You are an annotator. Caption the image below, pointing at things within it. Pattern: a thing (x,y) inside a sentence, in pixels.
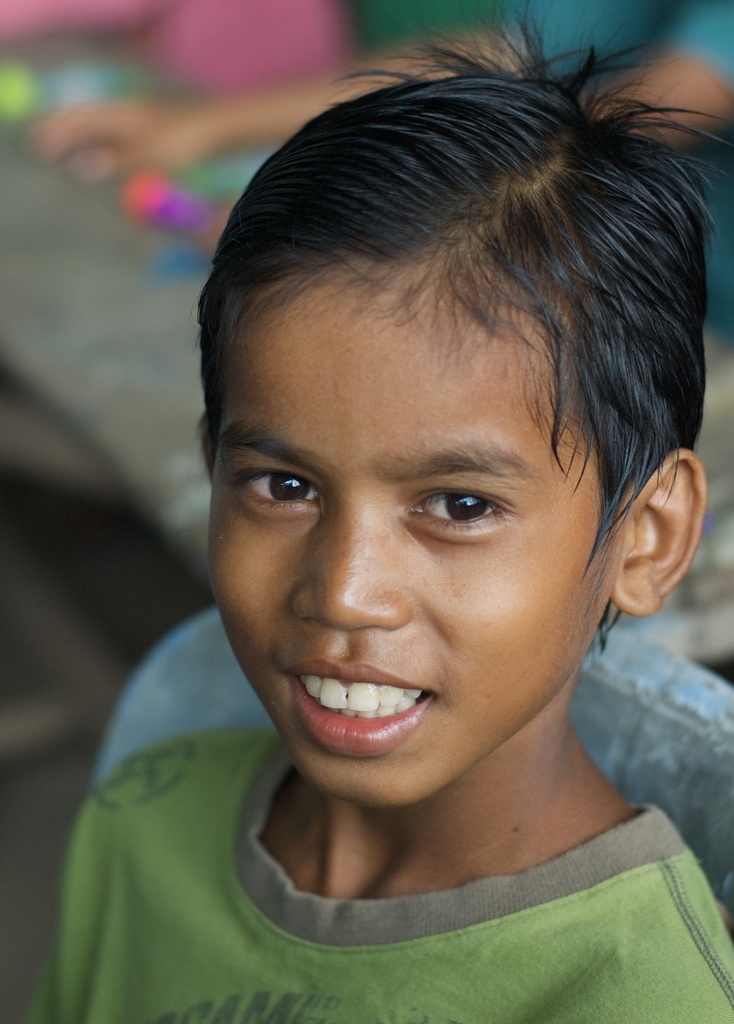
In this picture we can see a boy (387,943) is in green color t shirt (183,934). And the background (269,108) we can see hands (142,132) of a human (658,69).
